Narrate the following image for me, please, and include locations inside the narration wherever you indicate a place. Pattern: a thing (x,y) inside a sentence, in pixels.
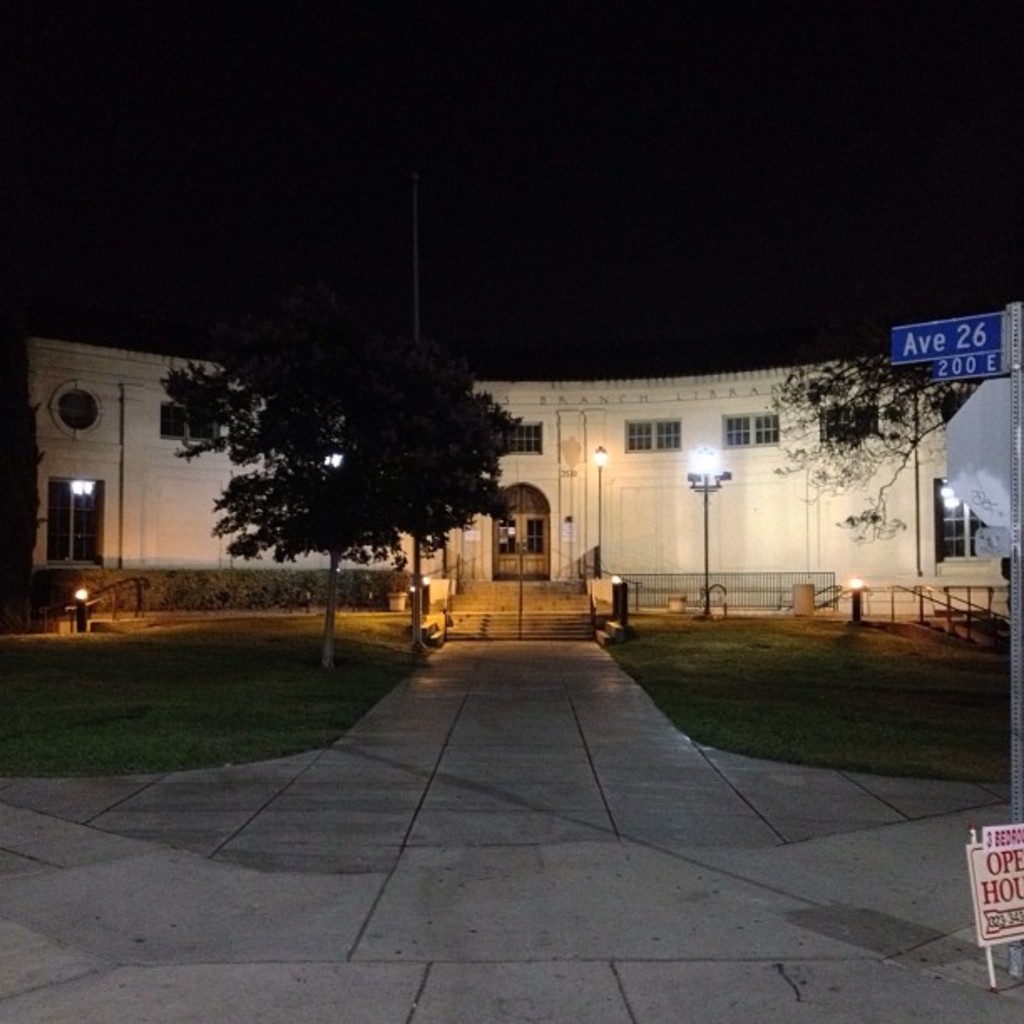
This picture is clicked outside. In the center (676,673) we can see the green grass (709,664), lights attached to the poles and we can see the trees (4,523) and we can see the boards (940,340) on which we can see the text (1000,840) and we can see the buildings (539,460) and the windows (654,433) and doors (507,554) of the buildings (931,460). In the background (477,245) we can see the sky (709,265).
